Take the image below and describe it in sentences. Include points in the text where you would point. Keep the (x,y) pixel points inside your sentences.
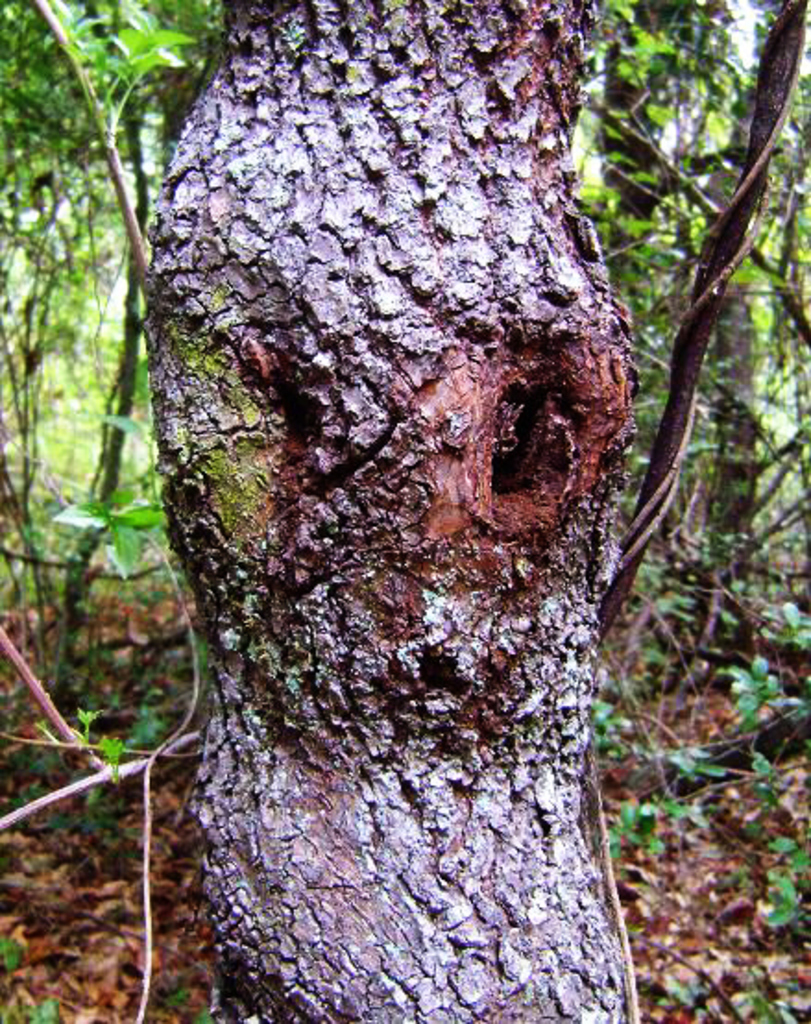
In this image I can see the branch (359,492) of the tree (359,579). In the background (45,181) there are many trees (667,295) which are in green color.
